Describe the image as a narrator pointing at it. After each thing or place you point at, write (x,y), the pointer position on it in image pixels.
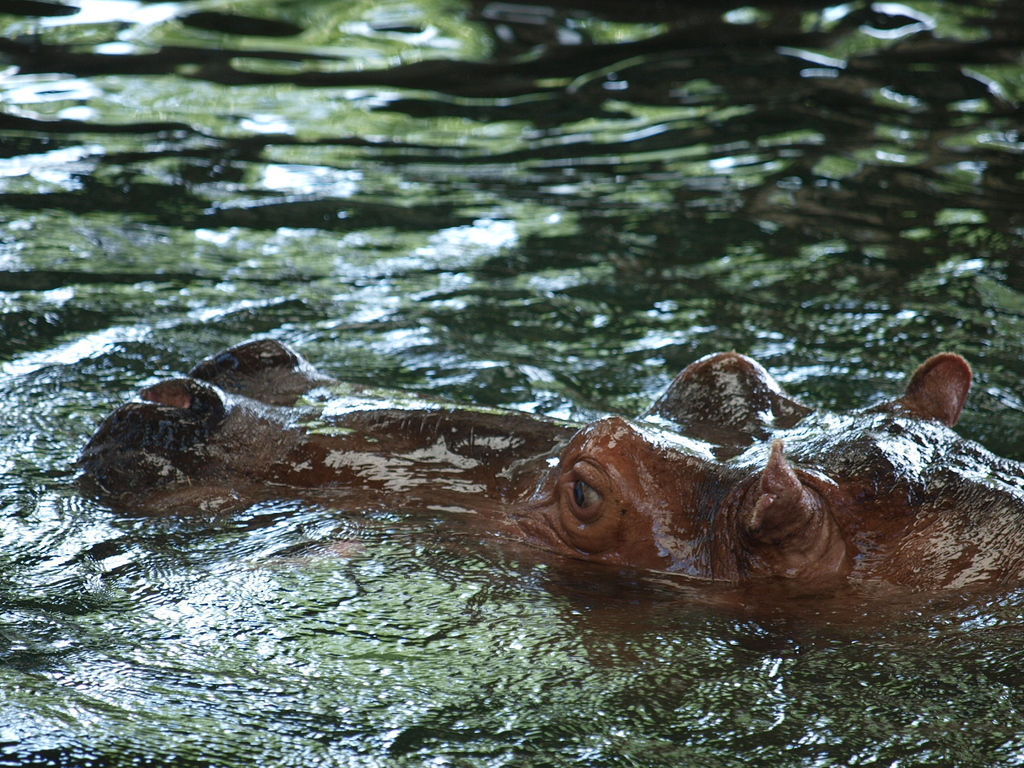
In this image we can see a animal (203,478) in the water (232,638). In the background of the image (336,198) is in a blur.
